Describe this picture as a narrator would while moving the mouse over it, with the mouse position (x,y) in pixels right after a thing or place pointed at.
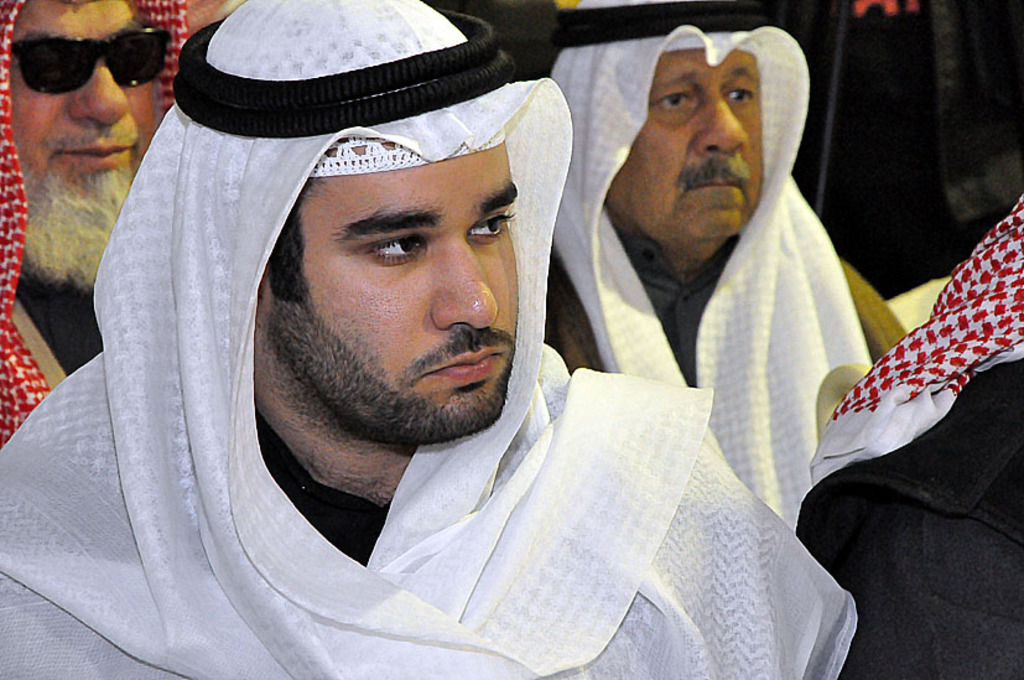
In this image we can see people (634,471) sitting. They are wearing head scarfs (700,385).
